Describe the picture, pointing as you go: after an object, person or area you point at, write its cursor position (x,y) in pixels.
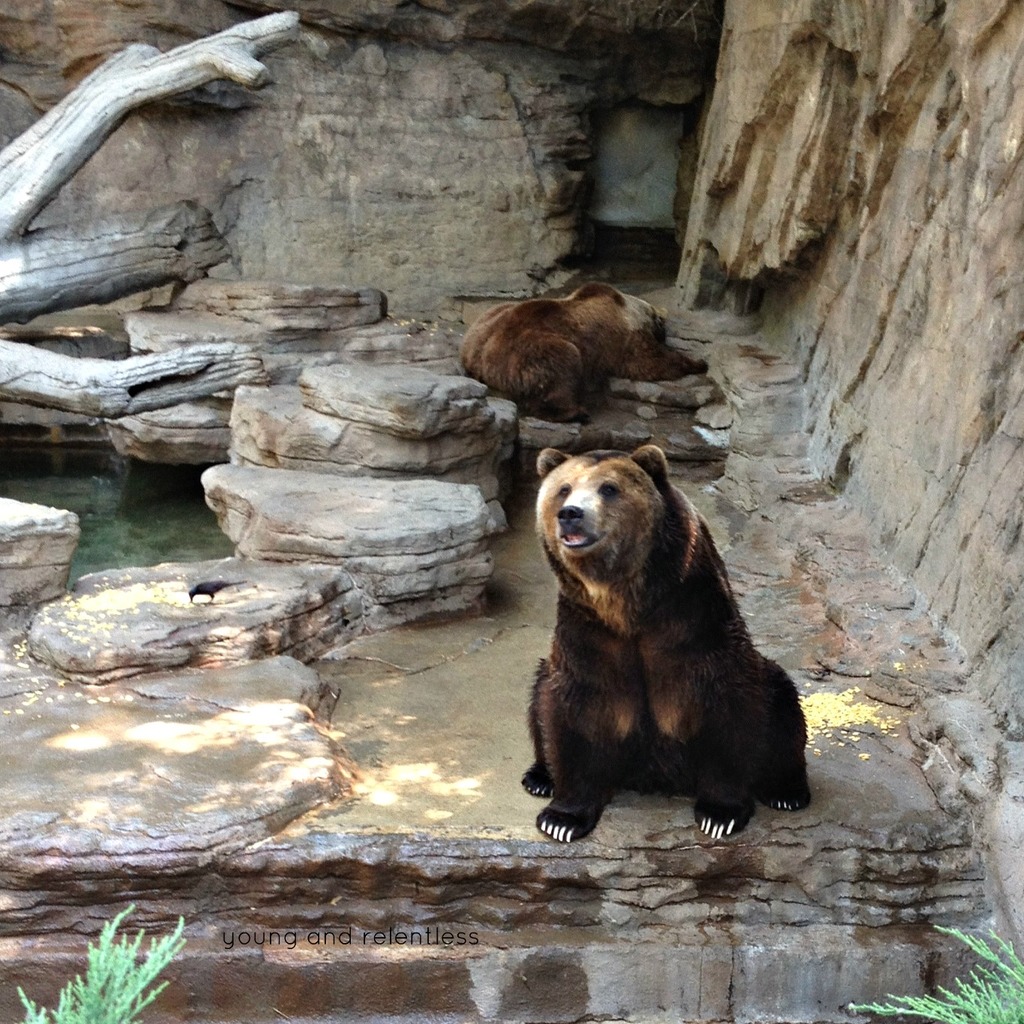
In this image we can see there are animals (620,341) and bird (192,593) on the rock (463,230). And there is a water (140,531) and a trunk (110,271). And in front (119,1003) there are plants (107,957).
